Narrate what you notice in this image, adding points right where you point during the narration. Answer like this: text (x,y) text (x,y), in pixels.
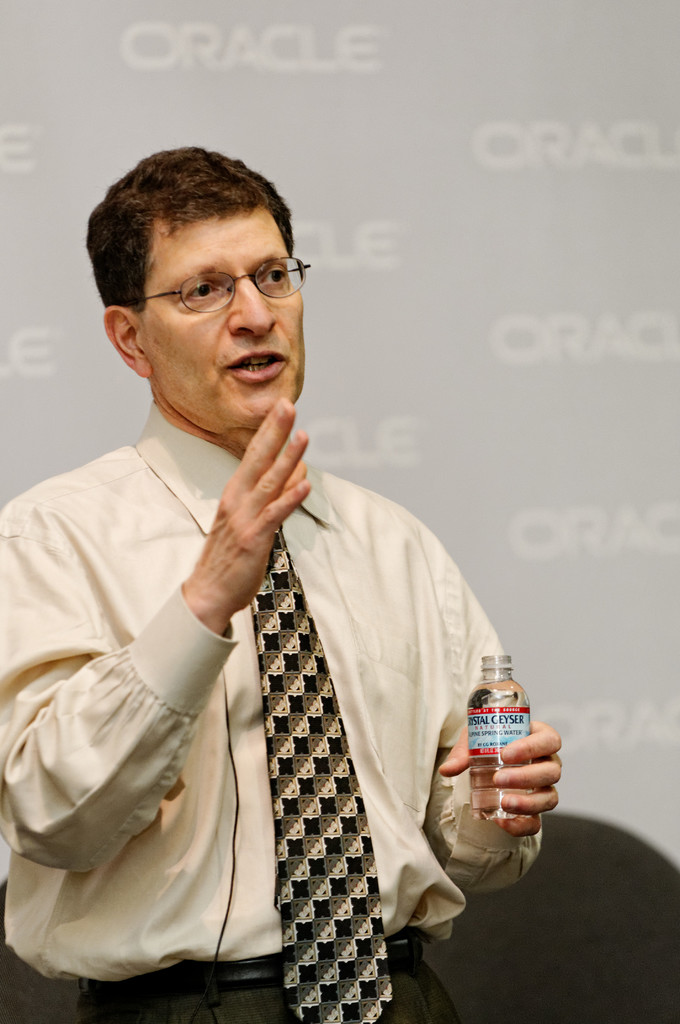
In the image we can see there is a man (271,566) standing and he is holding bottle (486,735) in his hand (453,770). He is wearing tie (312,836) and spectacles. Behind there is a banner (480,469) on the wall (530,504) and its written ¨ORACLE¨ on the banner (424,229).
